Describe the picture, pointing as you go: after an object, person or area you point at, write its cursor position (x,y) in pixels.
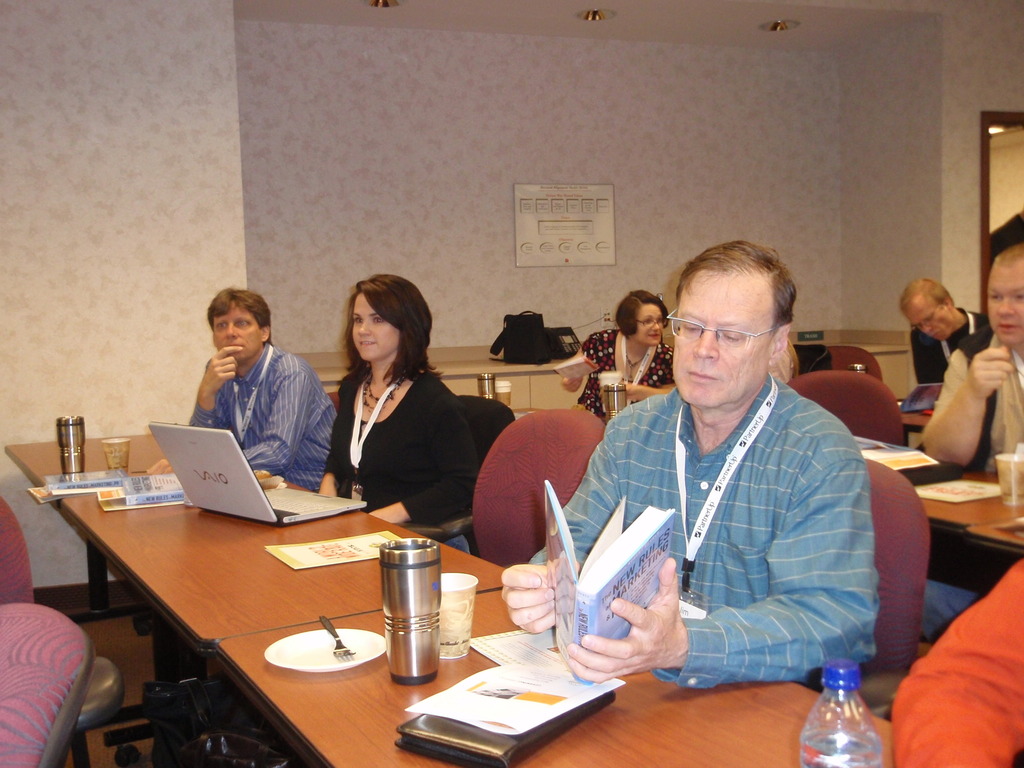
This picture is inside view of a room (518,454). In this we can see some persons (775,567) are sitting on a chair (561,453) and also glasses (114,451), bottle (849,706), books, fork (338,643), plate (318,660), laptop (279,493), bags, poster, wall (706,133), lights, floor (128,641) are present.
